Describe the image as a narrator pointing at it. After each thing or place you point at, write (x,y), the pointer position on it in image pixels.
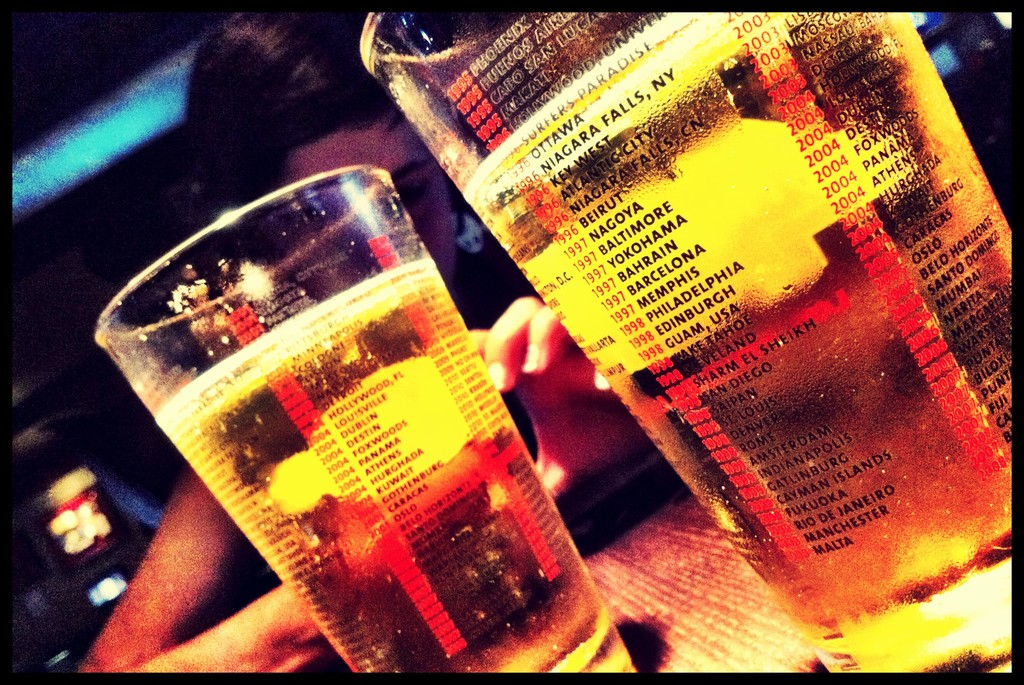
There are two glasses (614,112) in the foreground area of the image (523,234) and there are lights (122,148) and a person (445,195) in the background area (562,350).
